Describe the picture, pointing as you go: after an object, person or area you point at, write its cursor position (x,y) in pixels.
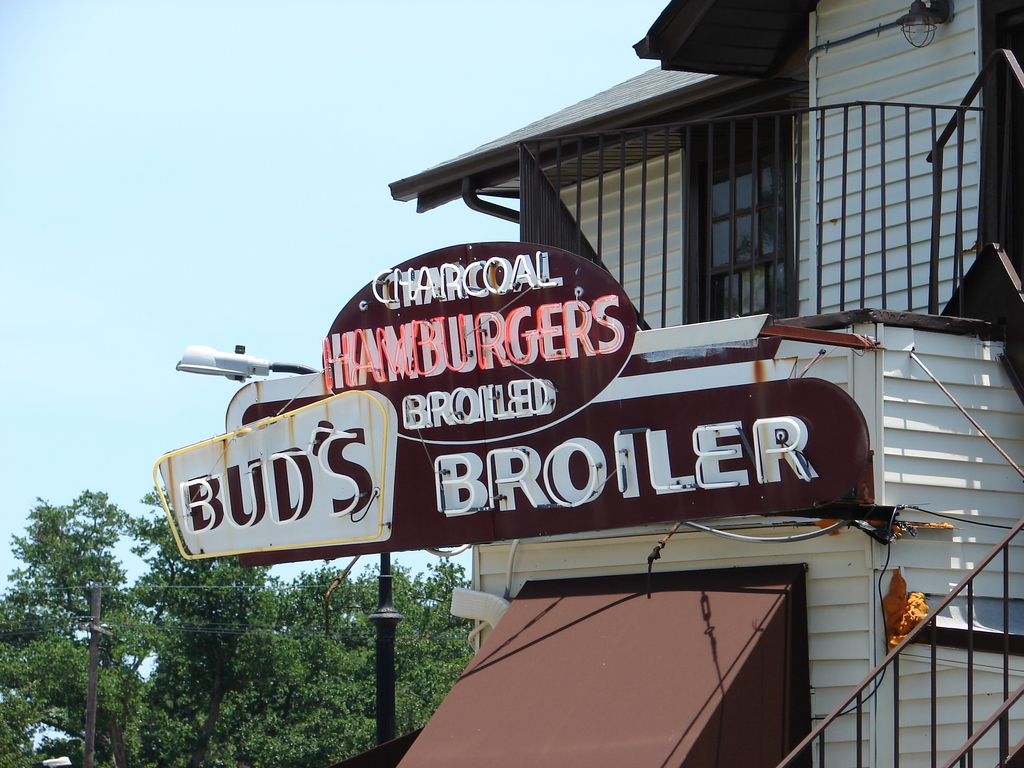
It is a cafe (943,570) and there are names (347,443) of the cafe (491,431) displayed on the boards (483,501) in the front (423,475) and beside the cafe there are many trees (135,653) and a current pole (91,669) and a street light (386,618).
